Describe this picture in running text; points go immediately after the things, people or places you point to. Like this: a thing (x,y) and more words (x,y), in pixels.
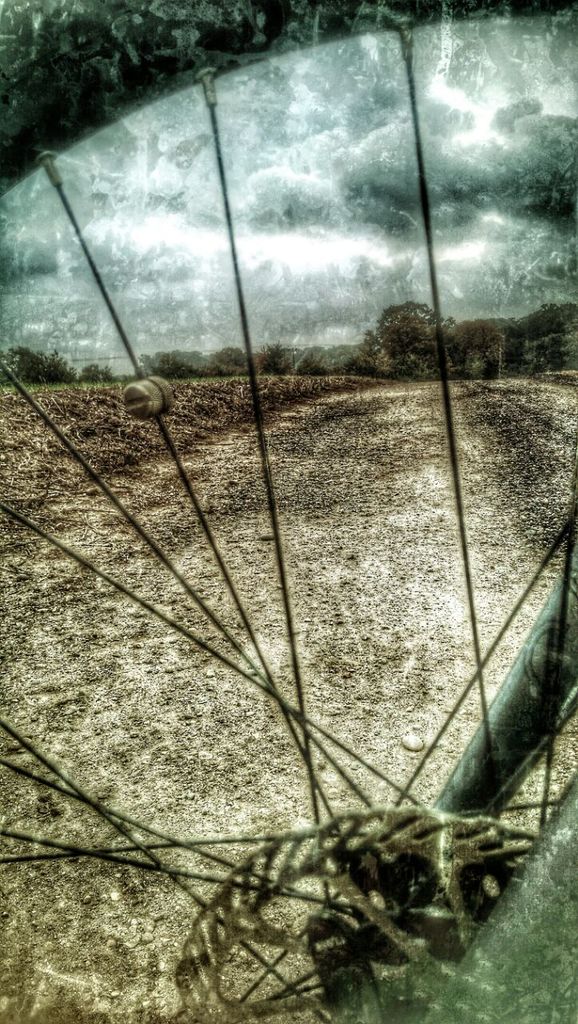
In this picture we can see the sky (486,239), ground (563,393) and trees (393,376). In this picture we can see wheel (407,3) of a bicycle (12,13). We can see nipples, spokes (348,780), disc brake (483,907) and rods (504,893).
